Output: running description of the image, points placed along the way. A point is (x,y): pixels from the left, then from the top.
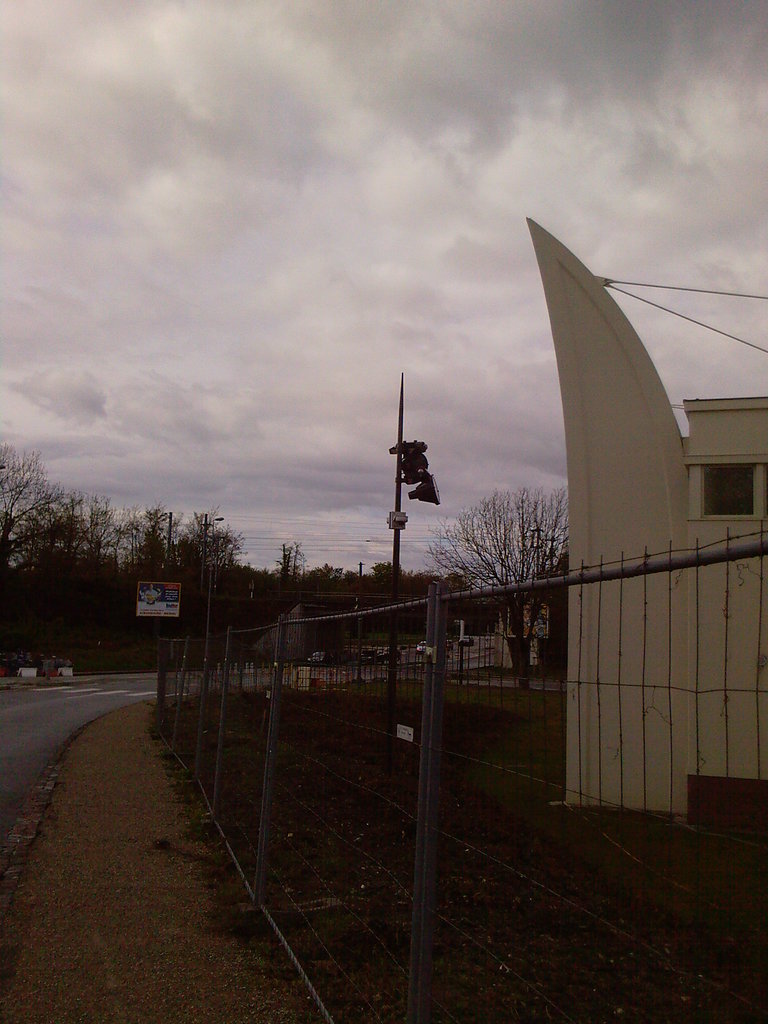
On the right side of the image (609,551) there is a building (586,733). In the center (385,622) there is a fence (283,761). In the background (74,612) we can see trees (54,590), pole (397,645) and sky (377,313).
